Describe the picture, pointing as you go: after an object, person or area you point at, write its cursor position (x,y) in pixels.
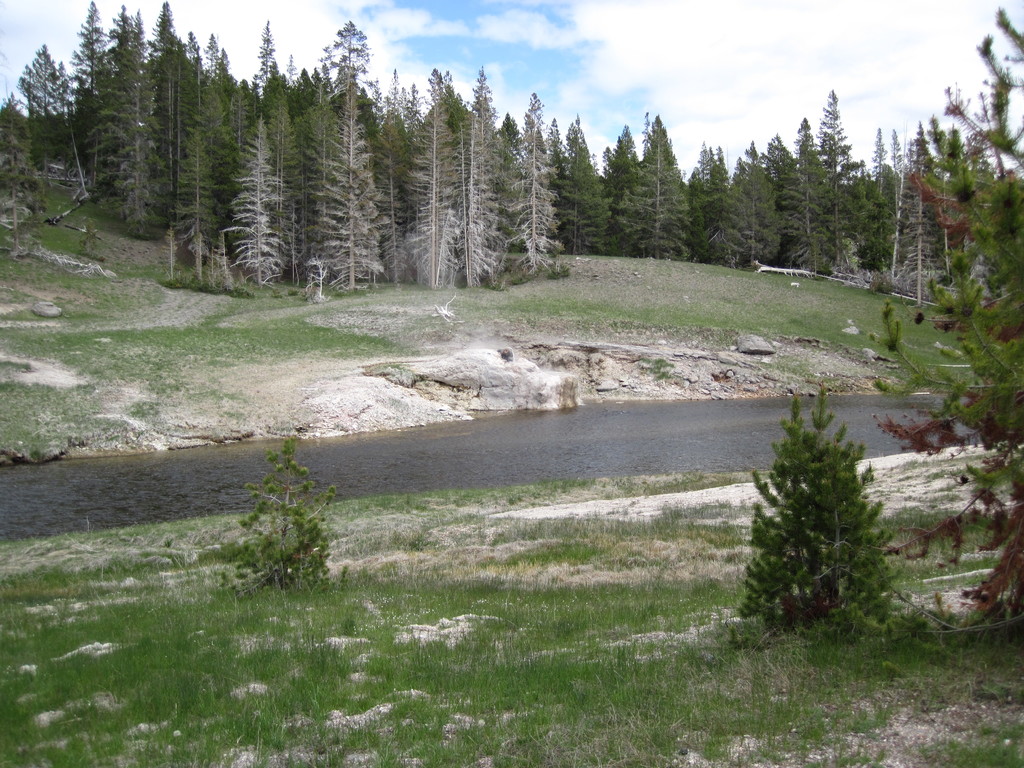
In the foreground of this image (570,628), there is the grassland (331,670) and few trees (851,506) on it. In the middle (491,439), there is a river (257,467) flowing. In the background (362,215), there are trees (526,208), sky (656,37) and the cloud (661,26).
